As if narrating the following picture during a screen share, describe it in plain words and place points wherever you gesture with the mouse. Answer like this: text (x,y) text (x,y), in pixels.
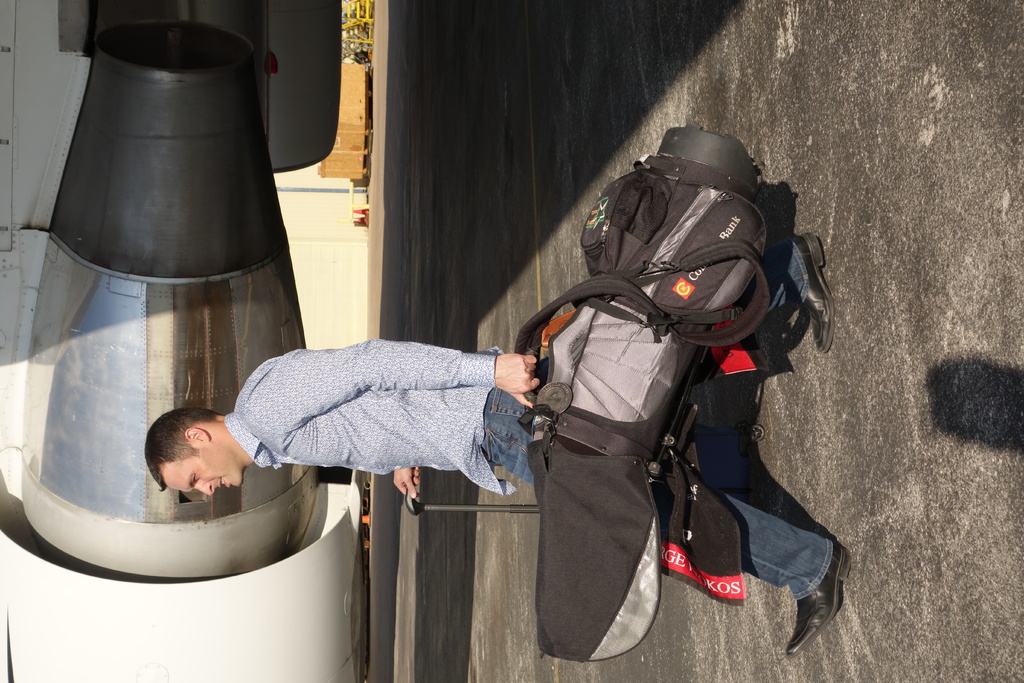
In this image I can see a person (409,423) wearing shirt (305,398) and pant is standing and holding a bag (641,487) and a stick (463,509) in his hand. In the background (275,293) I can see an aircraft (107,241) and few other objects (358,154).
